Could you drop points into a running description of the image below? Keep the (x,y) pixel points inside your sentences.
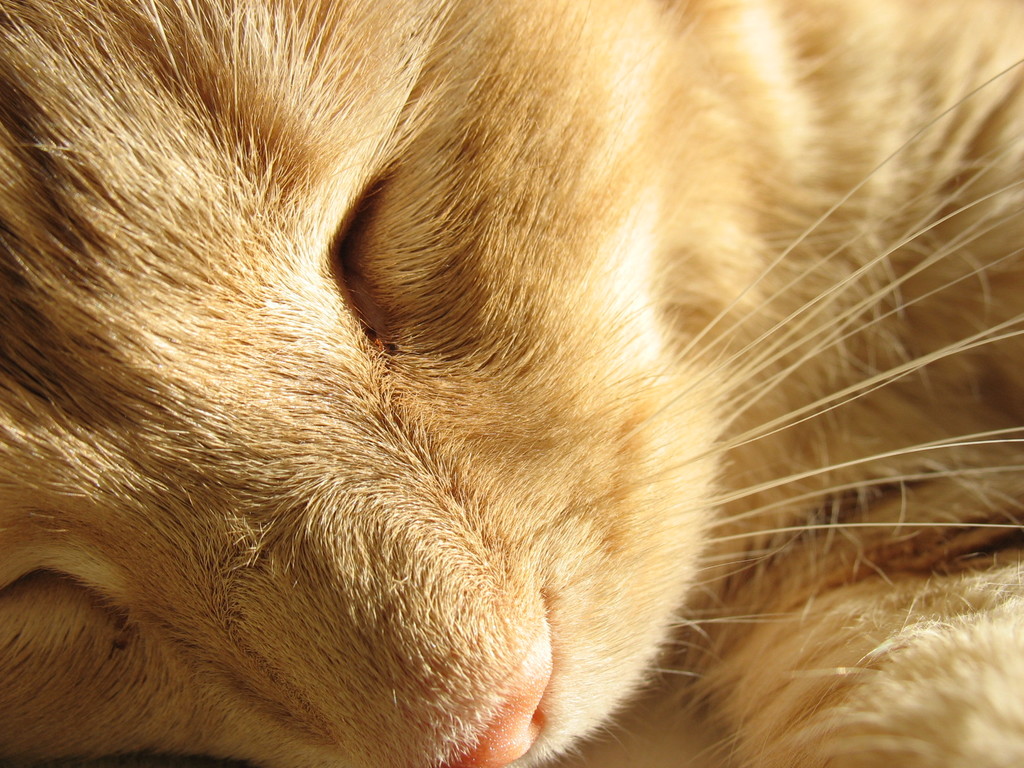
In this image there is a cat (722,572).
